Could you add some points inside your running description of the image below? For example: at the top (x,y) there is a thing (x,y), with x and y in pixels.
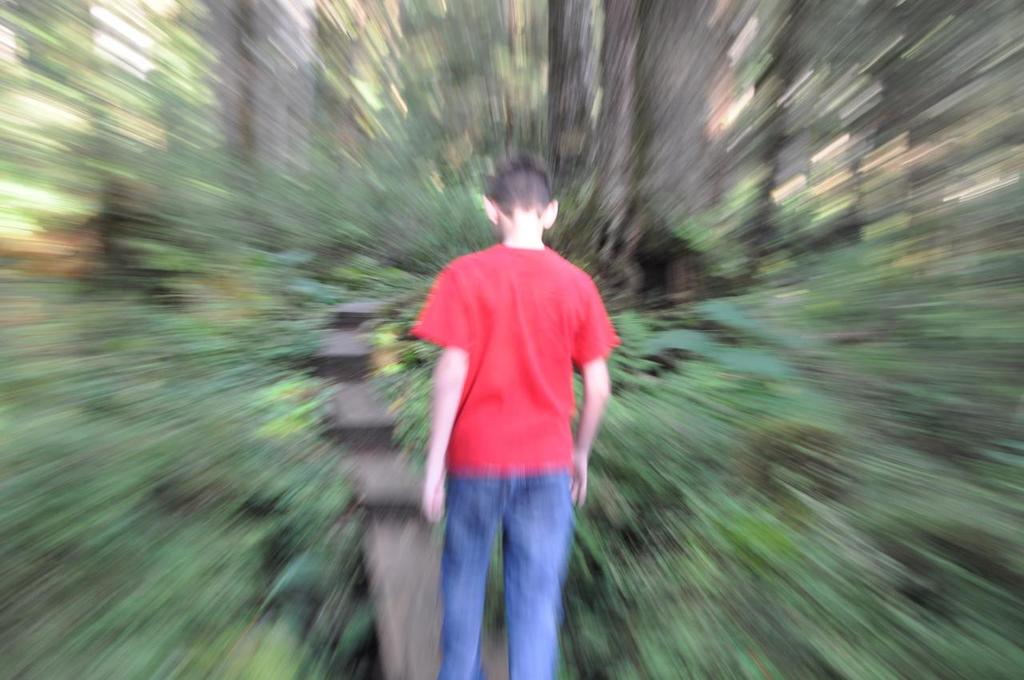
It is an edited image, there is a person (483,346) who is turning backwards and the portion around him is completely blurred.
